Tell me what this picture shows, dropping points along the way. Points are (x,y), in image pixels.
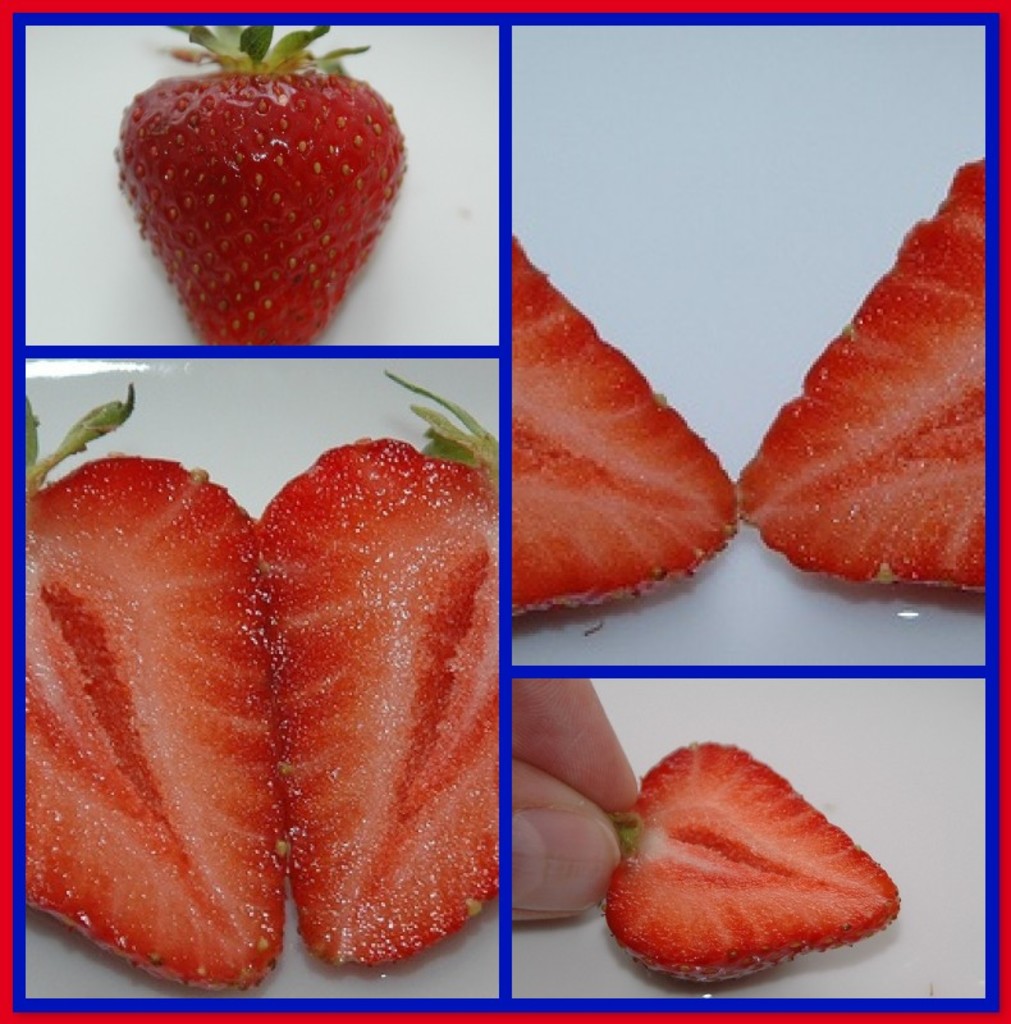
In the picture we can see an image of a strawberry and beside we can see it is cut into two pieces (58,692) and a person's hand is holding a slice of it.
